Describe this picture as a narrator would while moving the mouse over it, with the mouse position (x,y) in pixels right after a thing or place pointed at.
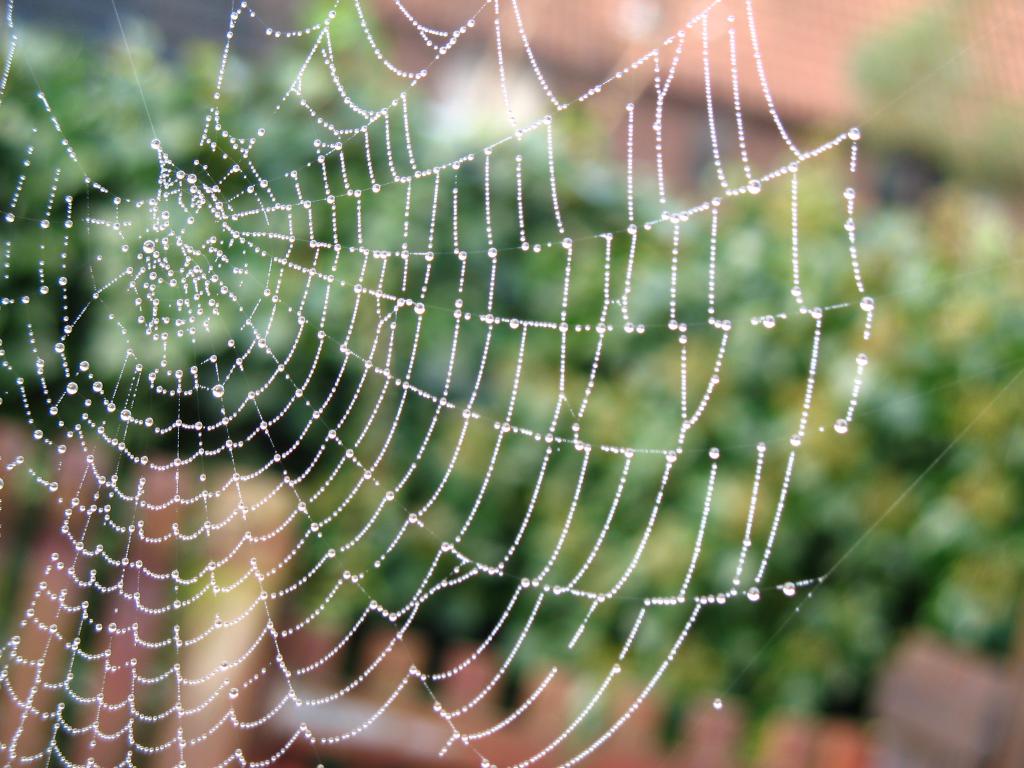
In this image we can see a spider web (275,380).
